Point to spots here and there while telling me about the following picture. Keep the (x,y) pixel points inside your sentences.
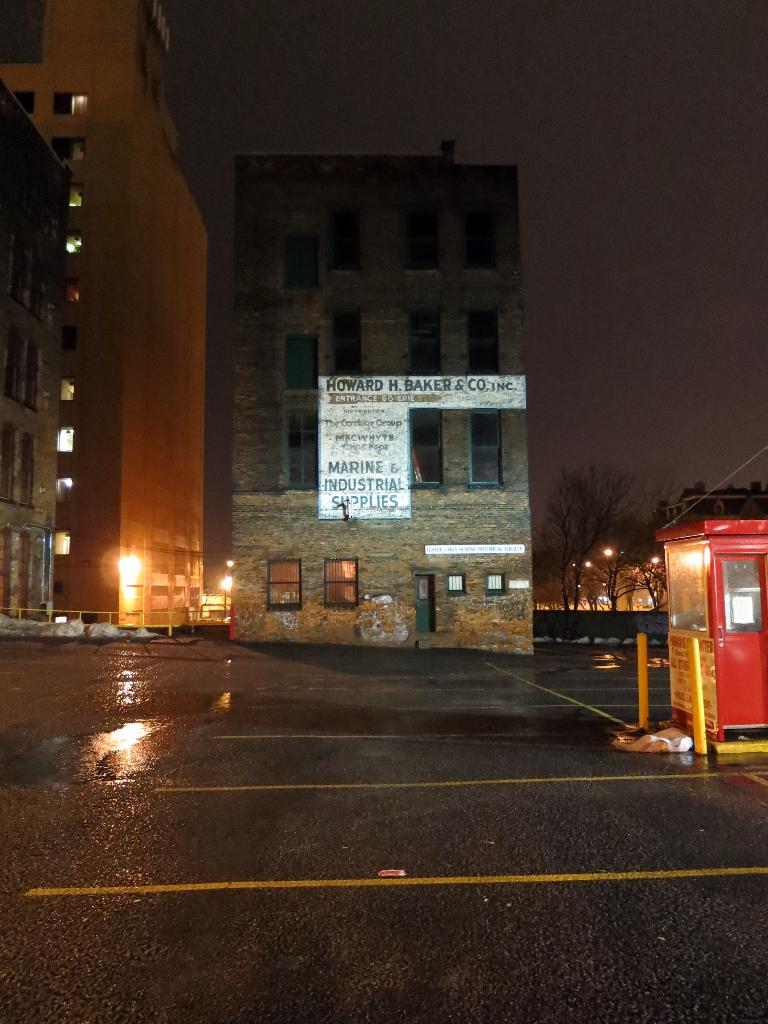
In this image we can see few buildings (281,403) and they are having many windows (290,438). We can see the sky (681,205). There is a reflection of light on the road (176,675). There are many trees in the image. There is a board (431,398) in the image. There are few lights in the image.
